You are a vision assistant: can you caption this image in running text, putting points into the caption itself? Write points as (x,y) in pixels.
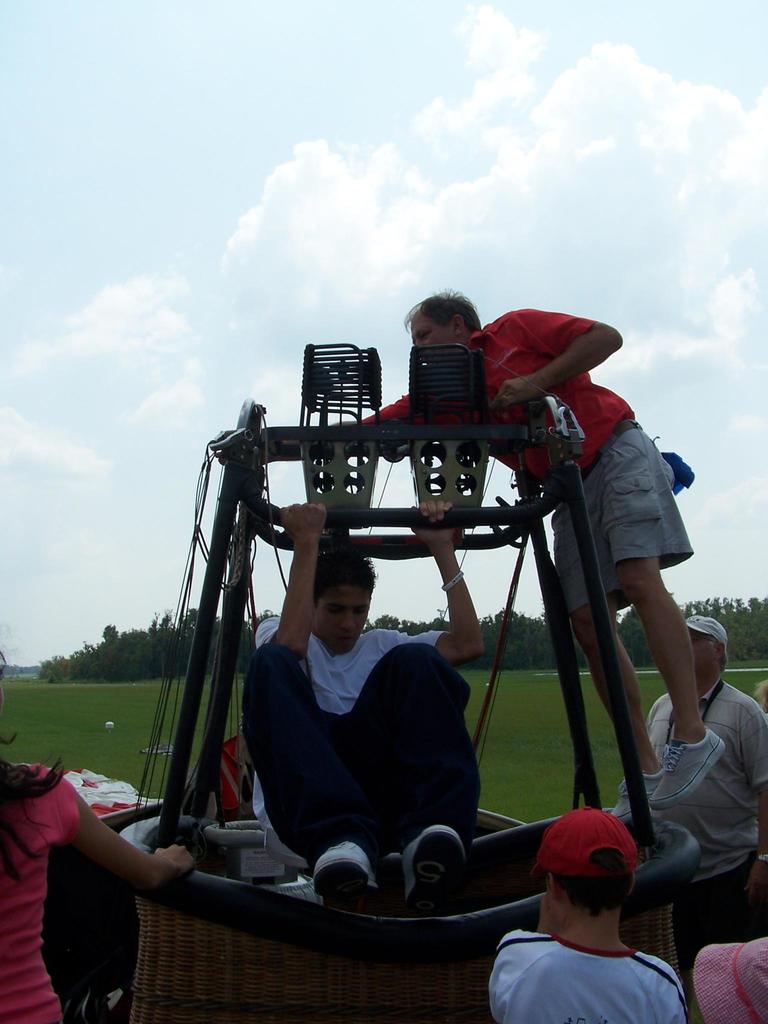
In this image there is a man (323,701) who is climbing on the hot air balloon basket (315,983). There are few people (653,816) around the basket (657,844). On the right side (642,745) there is a person (646,769) standing on the basket (657,828) and holding the ropes (194,568). In the background (154,626) there are trees (53,679). At the top (117,335) there is the sky (101,359). On the left side (31,923) there is a woman (33,862).
